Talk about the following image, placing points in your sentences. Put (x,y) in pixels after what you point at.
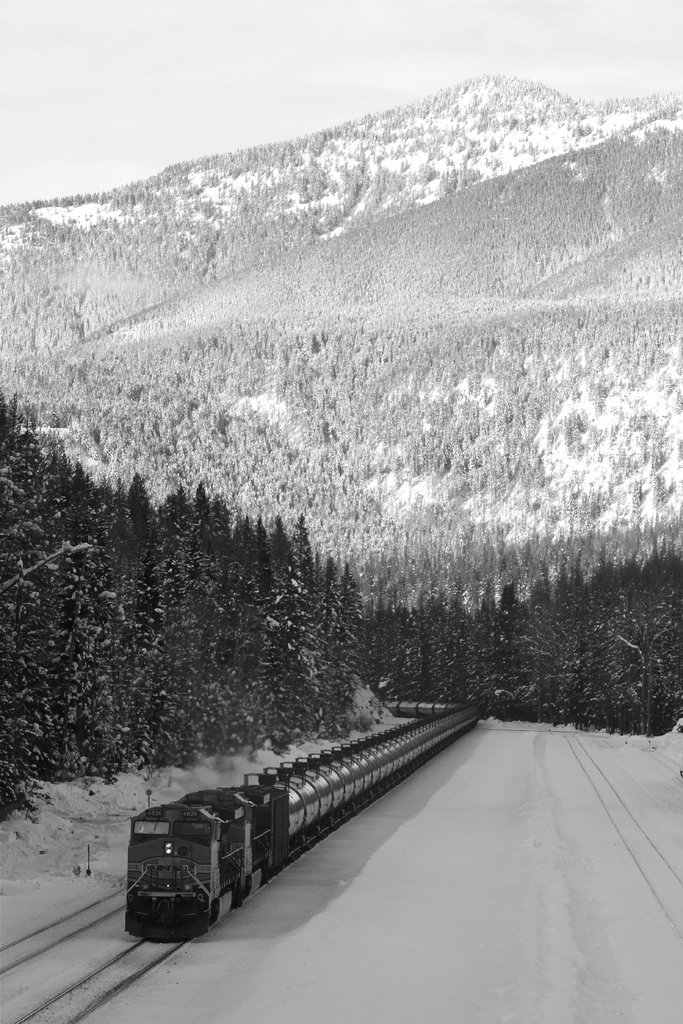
In the image we can see the black and white picture of the train (207,861) and the train tracks (122,955). Here we can see trees (246,537), snow (575,875), mountains (274,157) and the sky (108,38).
